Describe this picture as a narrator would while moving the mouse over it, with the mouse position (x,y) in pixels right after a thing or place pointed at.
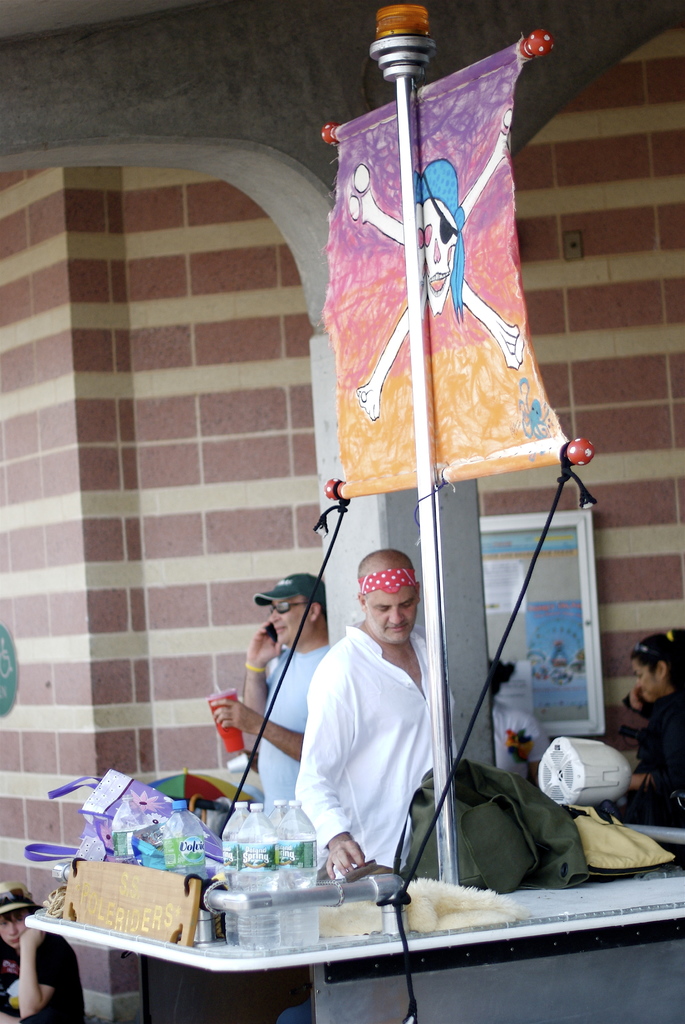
In this image there is a table (126,942). On the table (330,933) there are bottles (286,910), a board (156,893) and bags (210,831). Behind the table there are a few people (389,699) standing. Near to the table (252,893) there is a pole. There is a banner (375,339) to the pole (410,111). In the background (220,334) there is a wall (226,327). In the bottom left (17,955) there is a person (24,986) sitting on the ground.
